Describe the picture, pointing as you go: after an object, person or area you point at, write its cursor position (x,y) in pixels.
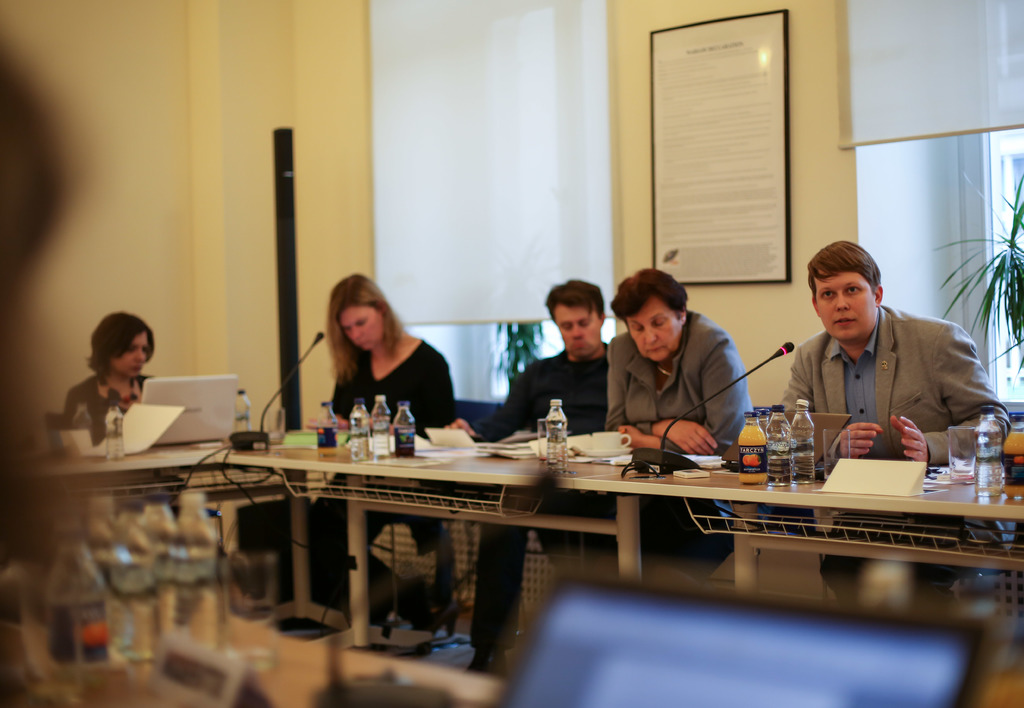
These persons (870,404) are sitting on the chair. We can see table (108,467). On the table (119,460) we can see microphone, bottles (377,399), laptop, cup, paper (440,453). On the background (82,75) we can see wall (304,85), frame (740,153), plant (1014,292).
